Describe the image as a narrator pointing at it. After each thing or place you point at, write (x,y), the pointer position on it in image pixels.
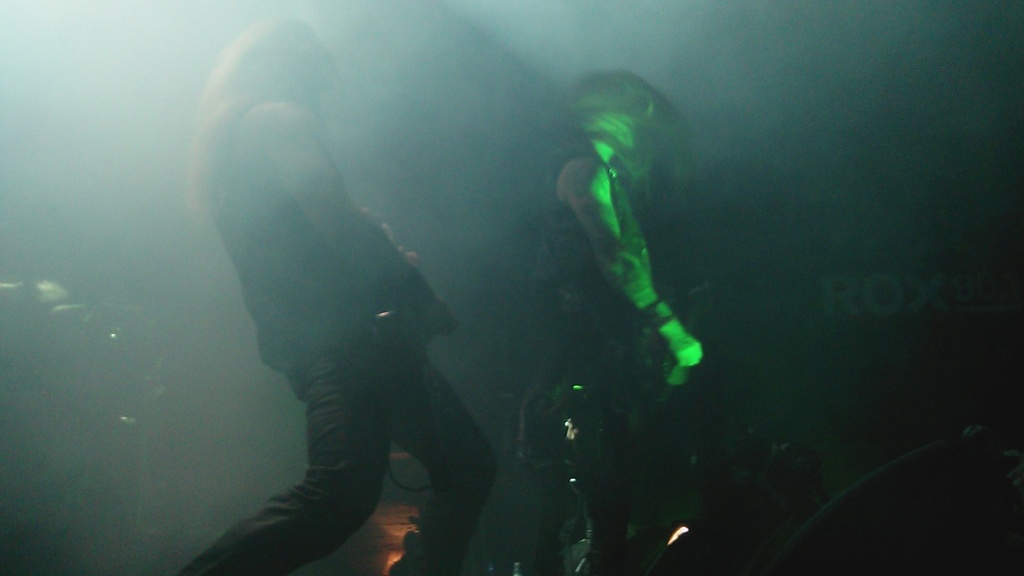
In the center of the image (362,275) two persons (382,257) are standing and holding a guitar (394,324) in their hand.
